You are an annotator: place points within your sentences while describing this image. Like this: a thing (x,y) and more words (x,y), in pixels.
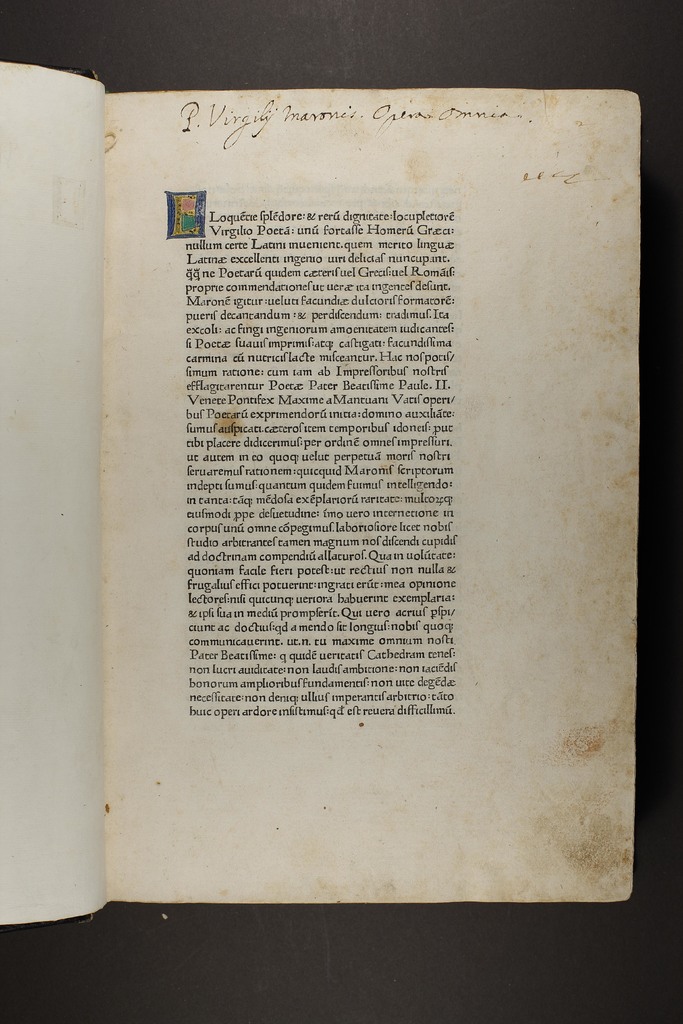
This image consists of a book (490,666) in which there is a text (319,573).
